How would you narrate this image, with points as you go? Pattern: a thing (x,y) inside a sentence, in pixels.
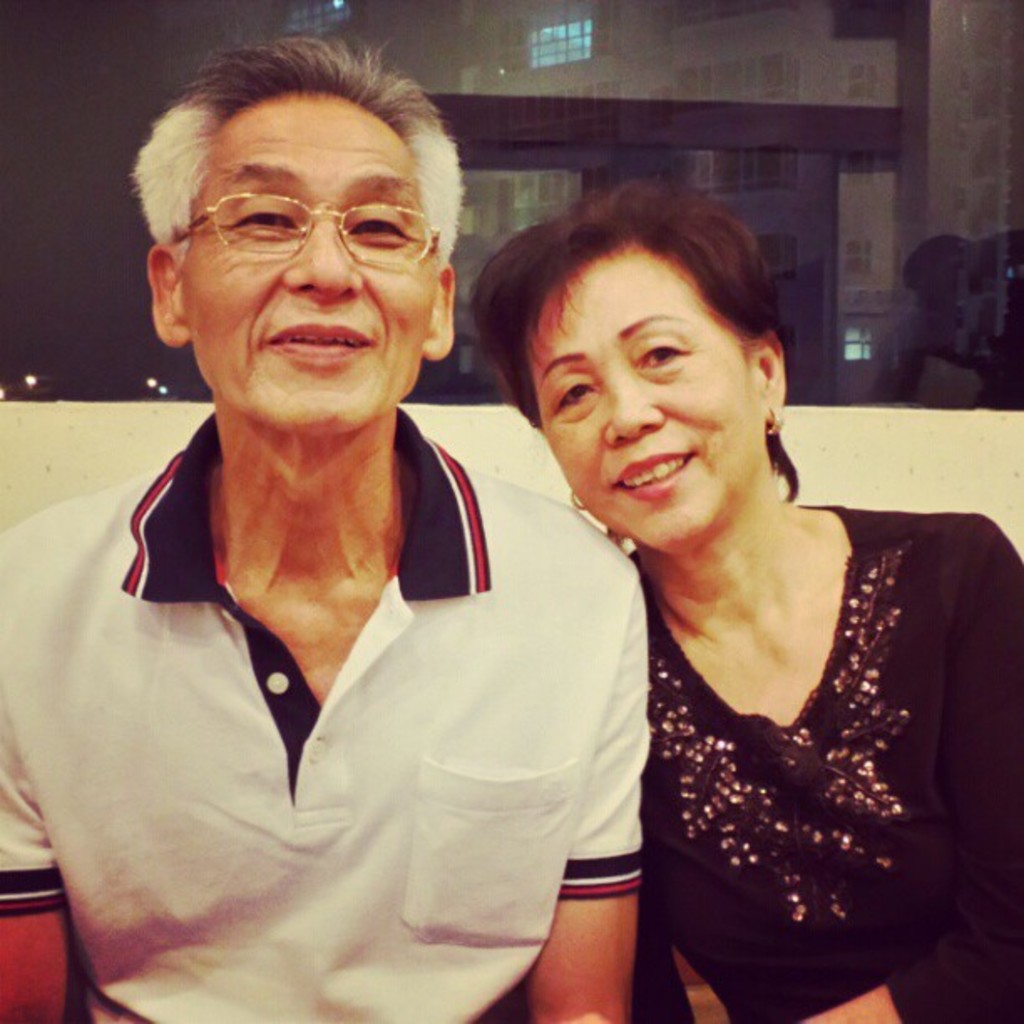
In this image we can see a man (589,819) and a woman (652,861). Man (626,796) is wearing specs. In the back (612,163) there is a building (497,105) with windows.
